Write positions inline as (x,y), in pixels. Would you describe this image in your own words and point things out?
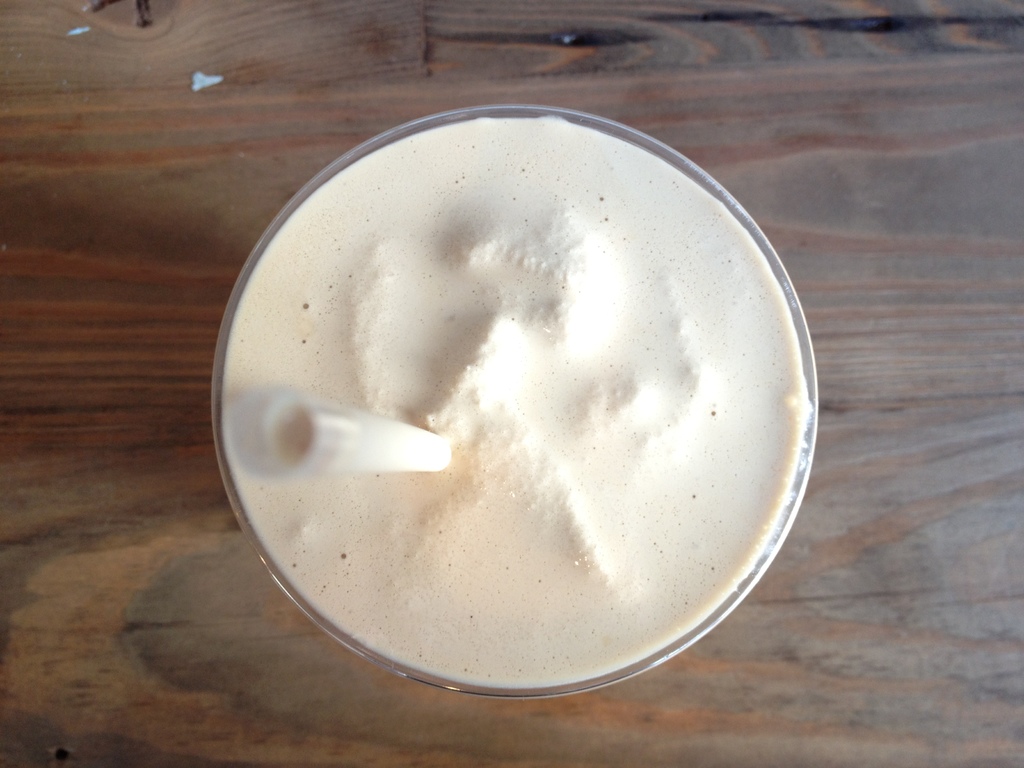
In this image I can see a glass (424,124) and in it I can see white color thing (445,389). I can also see straw (438,467) in it.
